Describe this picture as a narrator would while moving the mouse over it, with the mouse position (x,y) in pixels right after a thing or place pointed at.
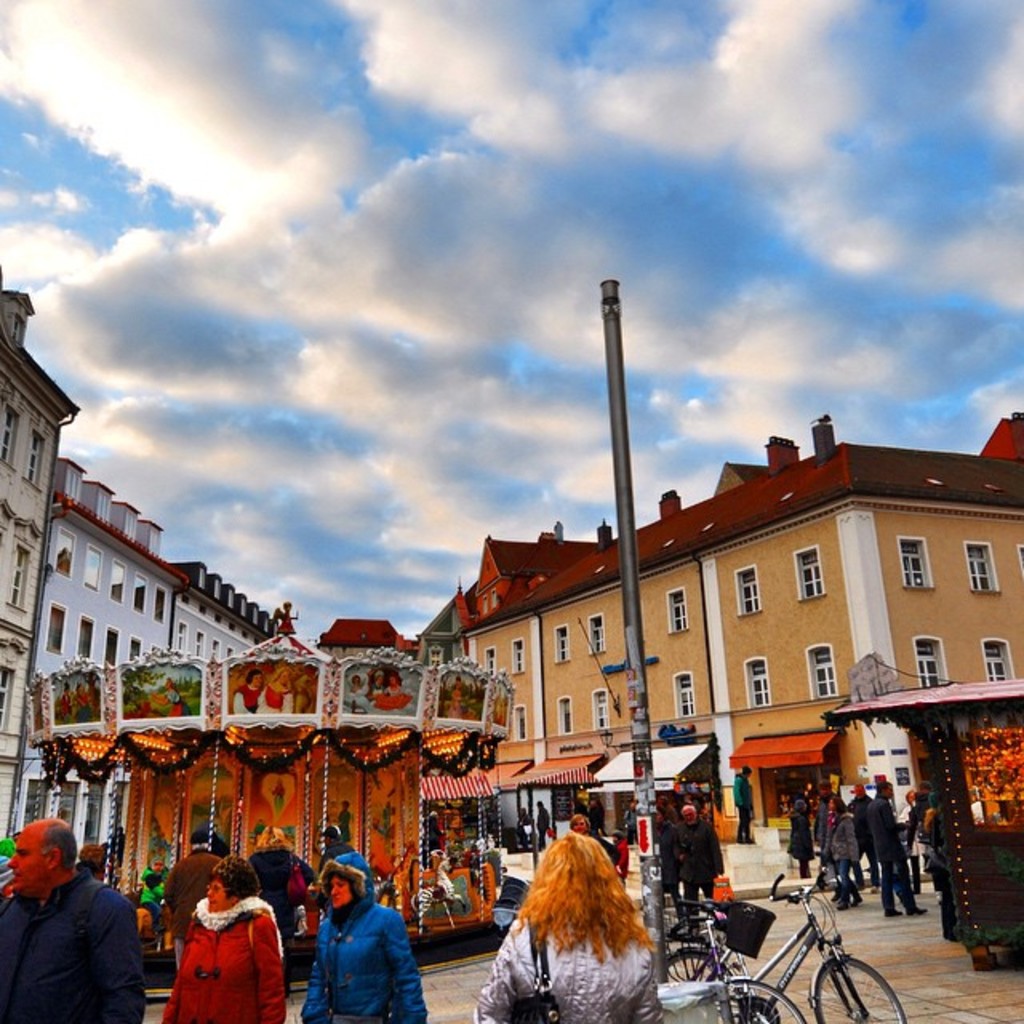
This is a street view. I can see buildings (135,585), stalls (473,779) in the center of the image (583,602). I can see a pole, some bicycles (736,925), some people (276,842) walking and standing at the bottom of the image (522,964). At the top of the image (529,232) I can see the sky (572,186).
